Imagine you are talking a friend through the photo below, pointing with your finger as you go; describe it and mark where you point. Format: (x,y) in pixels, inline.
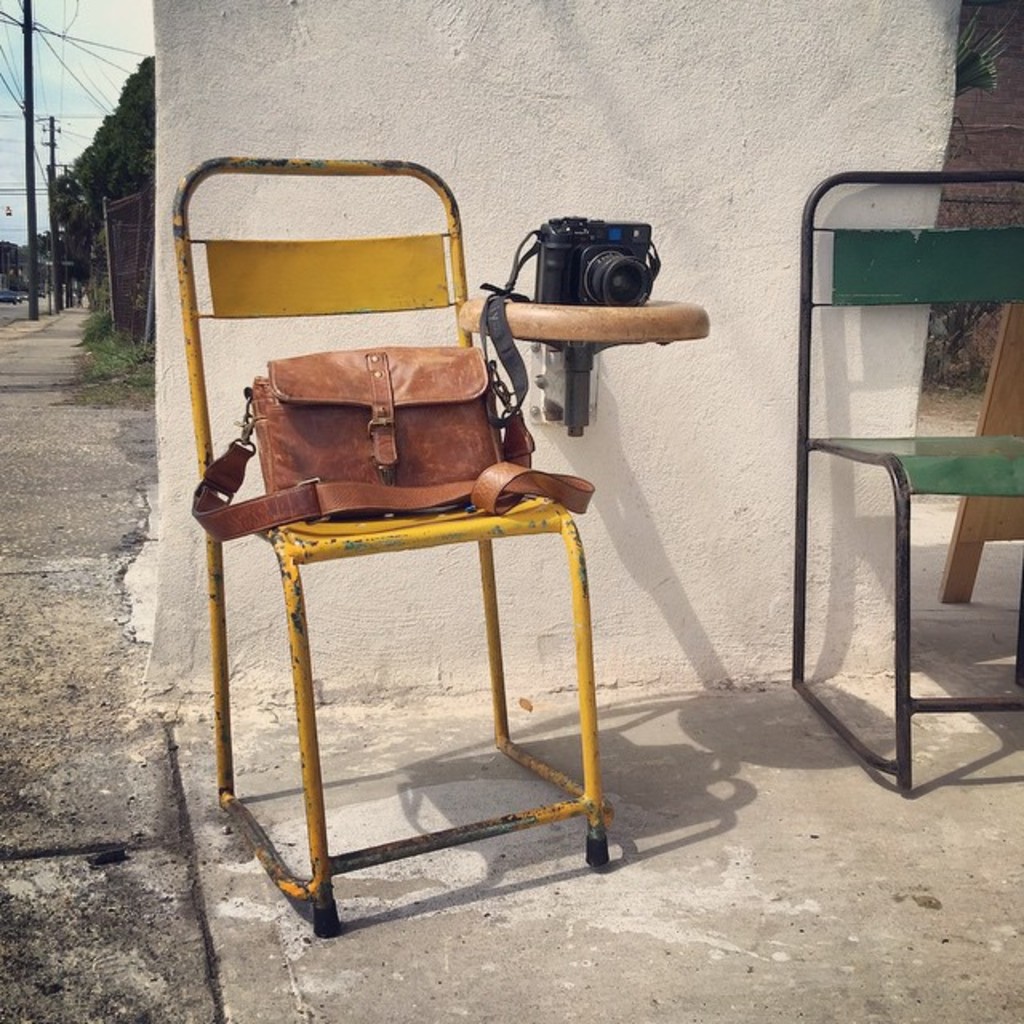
It is a road (154,804) there is a wall (741,136) in front of the wall (466,105) there are two chairs (279,553) on the first seat (270,535) there is a brown color bag (355,437), to the right side there is a camera (585,242), in the background (71,167) there are some current poles (30,218), road (65,323) and some trees (112,166).
